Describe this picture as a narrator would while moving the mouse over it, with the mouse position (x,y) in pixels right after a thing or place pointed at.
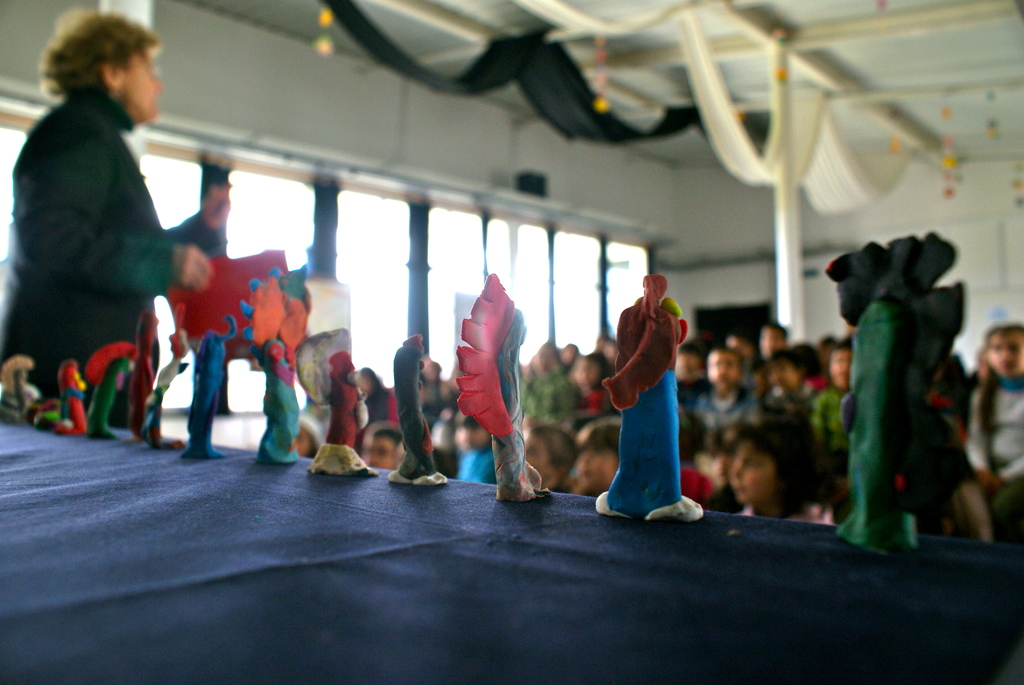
In the picture I can observe few things (204,410) placed on the table (6,468) in the middle of the picture (508,389). On the left side (62,130) there is a person (84,258) standing on the floor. In the background (747,398) there are some people (540,419) sitting on the floor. The background (733,374) is blurred.
